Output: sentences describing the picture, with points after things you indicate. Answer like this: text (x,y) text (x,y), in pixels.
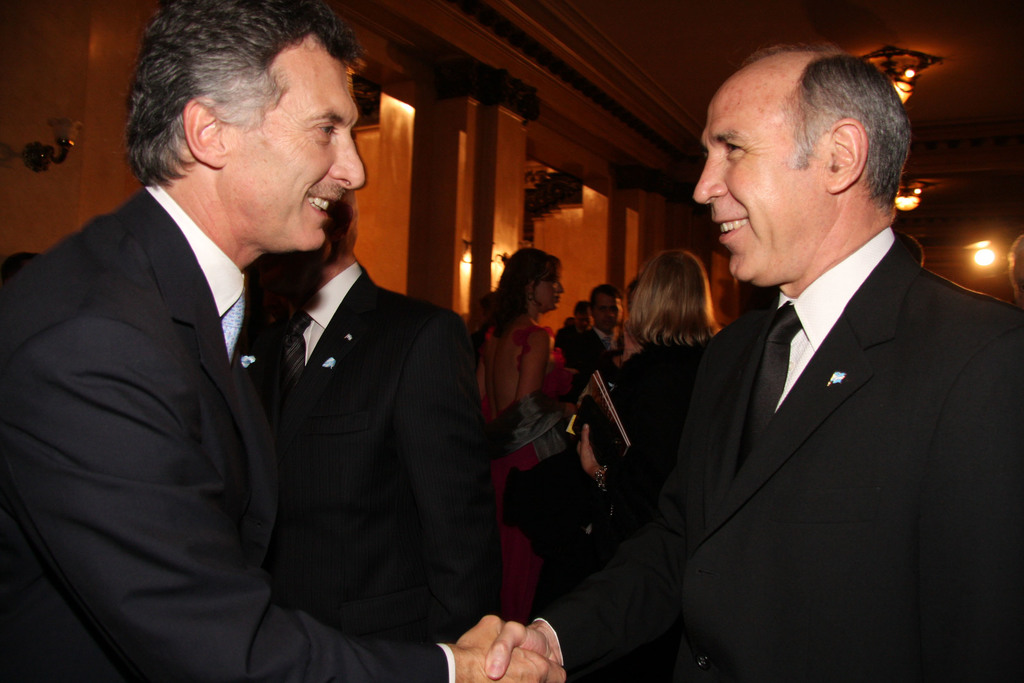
In this image we can see a group of people (982,460) standing. One woman (683,416) is holding books (622,440) and some objects (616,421) in her hand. In the background (513,196), we can see group of lights (991,256) and some pillars (449,144).
